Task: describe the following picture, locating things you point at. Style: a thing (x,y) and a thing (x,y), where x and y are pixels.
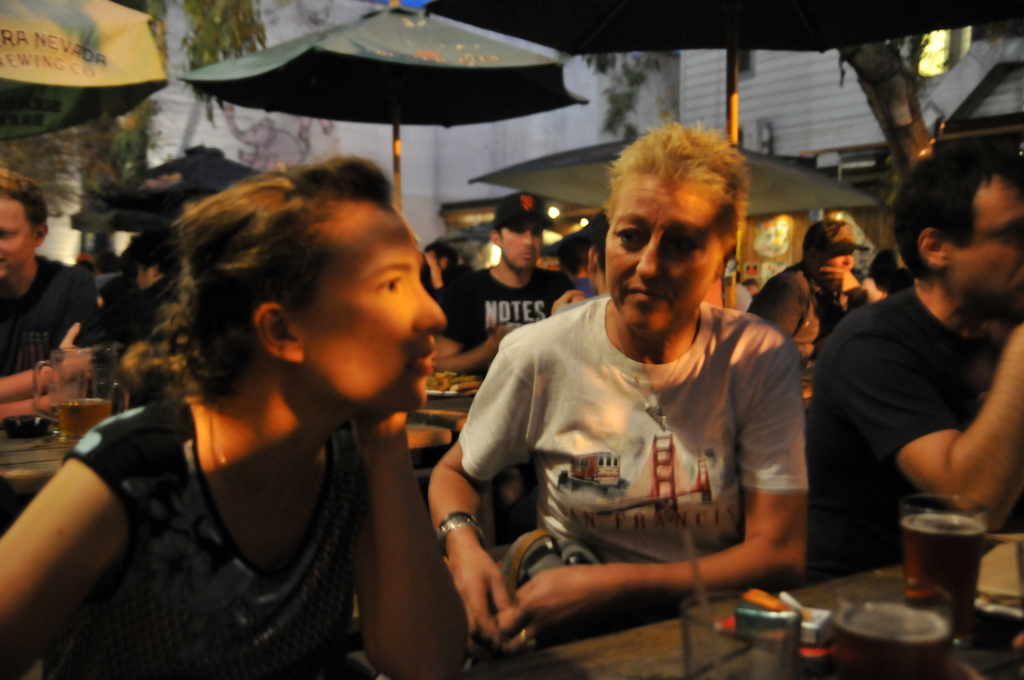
In this image we can see people (513,434) sitting in front of the dining table (774,639) and on the table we can see the jar (91,367), alcohol glasses (948,534). In the background (702,79) we can see the building (598,74), trees (204,60) and also the tents (779,159) and lights (554,210).
